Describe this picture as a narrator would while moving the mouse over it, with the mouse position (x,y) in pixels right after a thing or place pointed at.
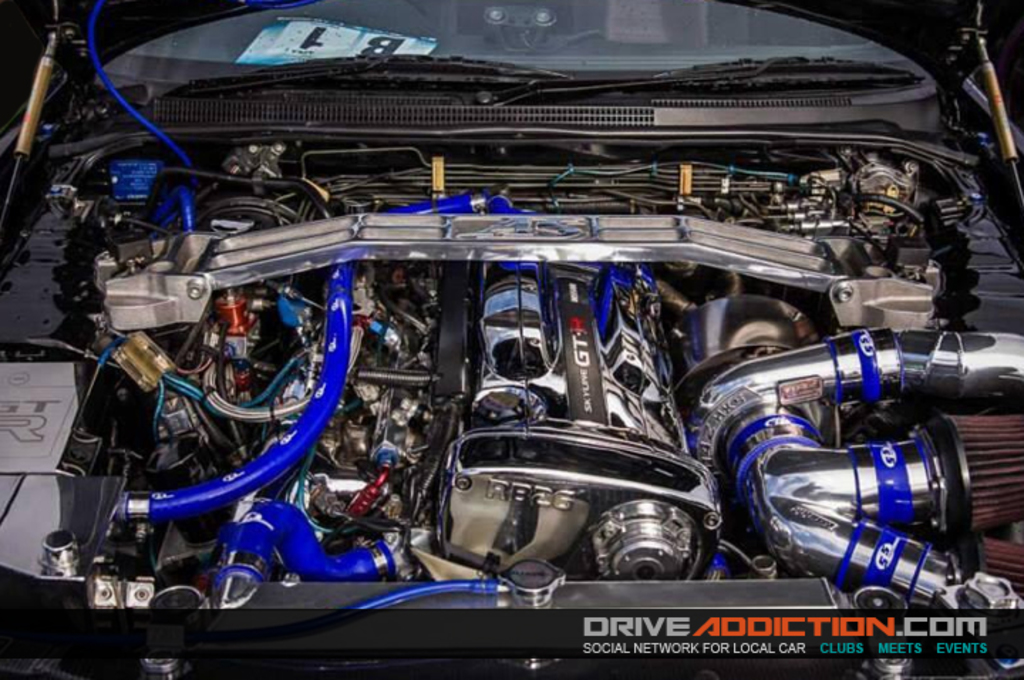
In the picture I can see the bonnet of a car (388,355) is kept opened and I can see the engine (480,395) of the car (459,409).
